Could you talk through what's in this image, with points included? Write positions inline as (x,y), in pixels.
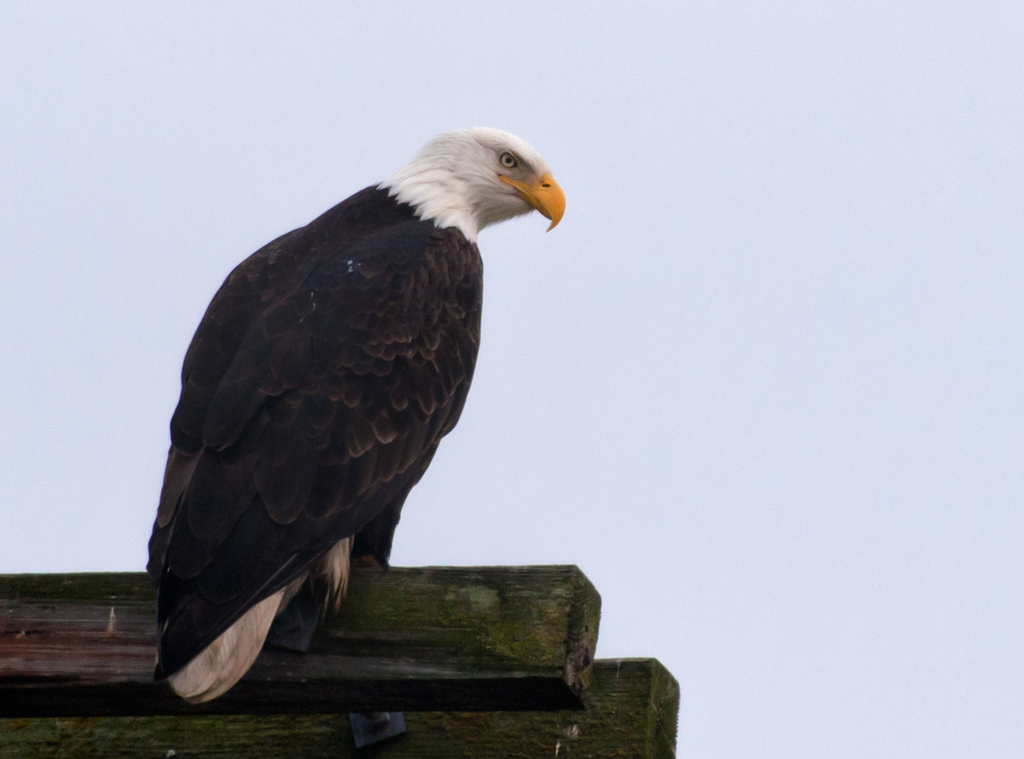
In this image I can see a eagle (326,345) which is black, white and yellow in color is standing on a wooden pole (242,716) which is brown, black and green in color. In the background (594,571) I can see the sky (757,295).
